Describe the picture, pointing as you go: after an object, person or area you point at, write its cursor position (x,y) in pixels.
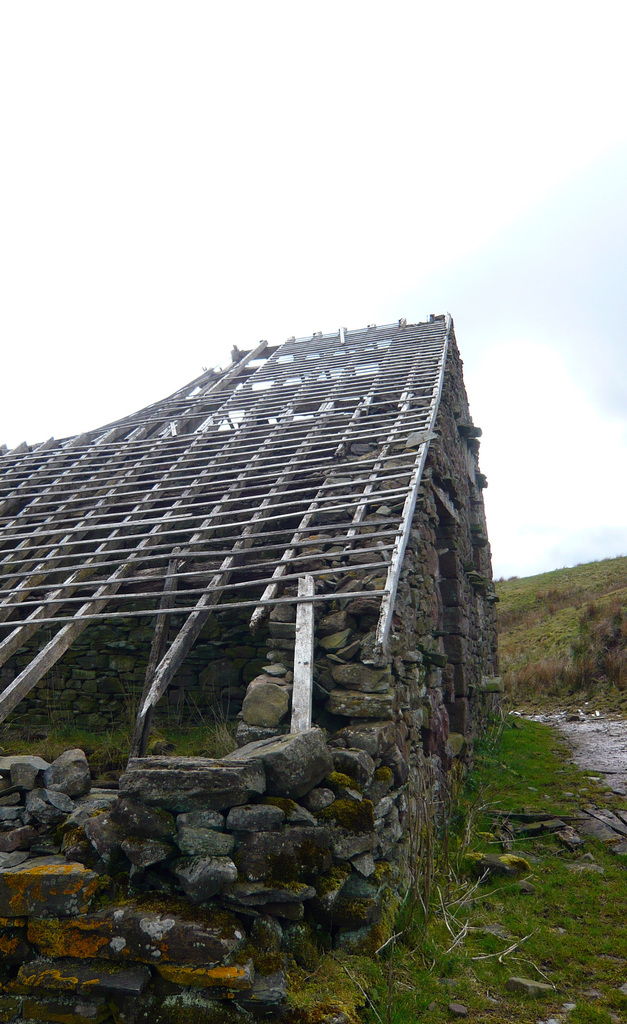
In this image there is a wooden structure (290,515) on the rocks (194,872). At the bottom of the image (500,939) there is grass (578,860) on the surface (577,824). In the background of the image (530,279) there is sky (330,174).
